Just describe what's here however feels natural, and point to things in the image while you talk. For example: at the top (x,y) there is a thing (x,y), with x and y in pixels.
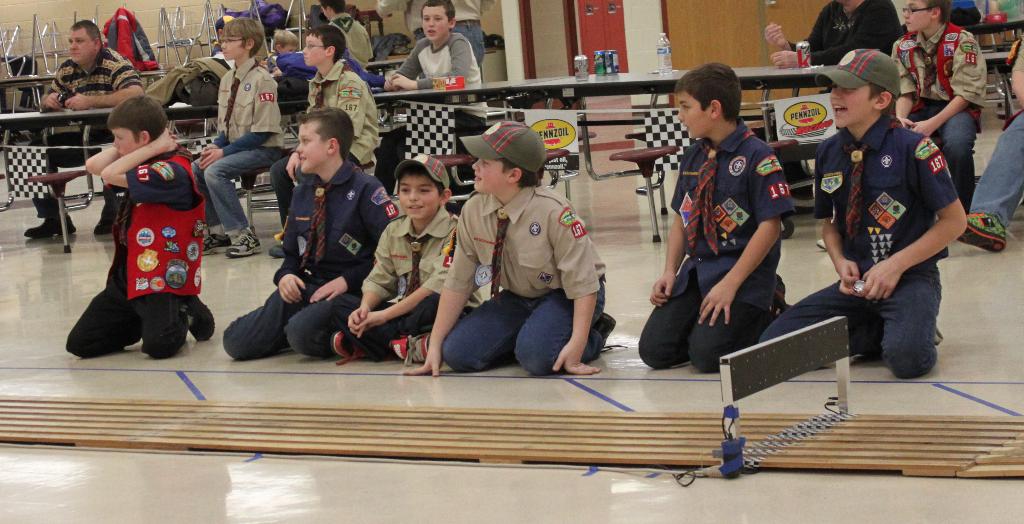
In the foreground of this image (191,283), there are boys (398,277) kneeling down on the floor (227,396) and we can also see a wooden plank (426,446) like an object (703,450) and goal board (723,444) on it is on the floor (369,510). In the background (360,80), there are stools (69,181) on which persons (330,75) are sitting on it near tables (65,117) on which there are tins (609,55) and bottles (665,47). In the background (459,9), there are persons (410,19) standing, few tables (986,28), cupboards (767,16) and the wall (637,22).
